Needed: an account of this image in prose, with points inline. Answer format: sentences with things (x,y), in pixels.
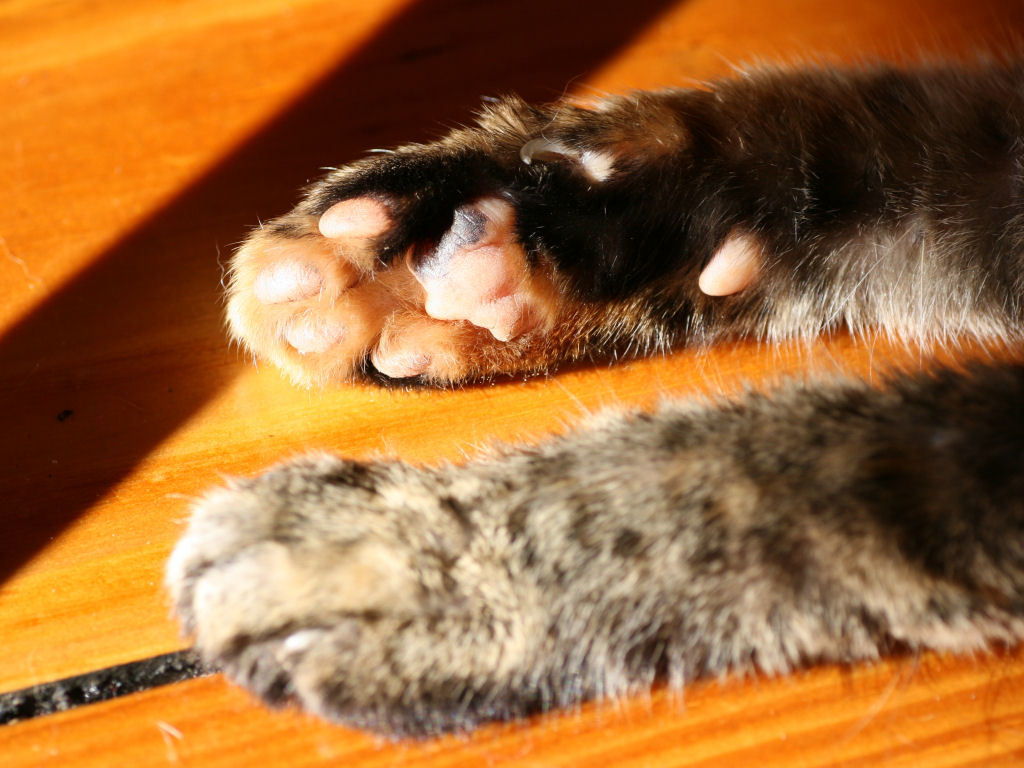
The picture consists of legs (448,273) of an animal (394,536), on a wooden desk (78,385). There is sunlight (72,126) in the picture.
